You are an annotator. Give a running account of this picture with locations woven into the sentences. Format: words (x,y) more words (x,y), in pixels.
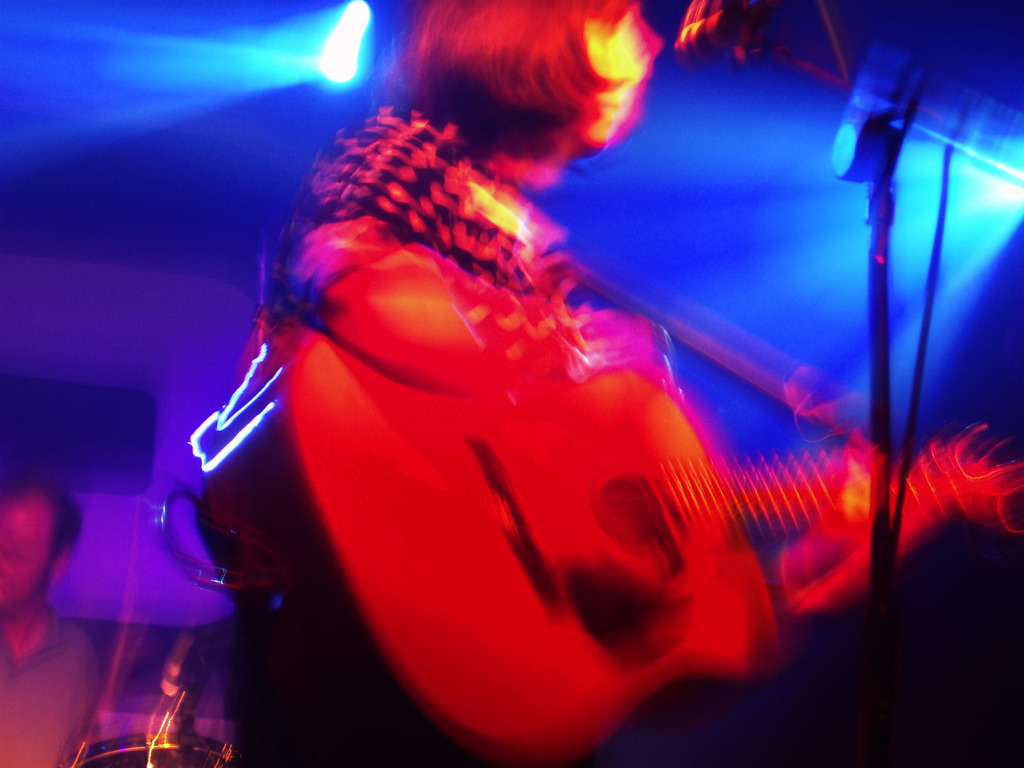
In this picture we can see man (471,61) holding guitar (480,444) in his hand (823,540) and playing it and singing on mic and in background (59,546) we can see other person (48,673), light (360,13) and it is blurry.
